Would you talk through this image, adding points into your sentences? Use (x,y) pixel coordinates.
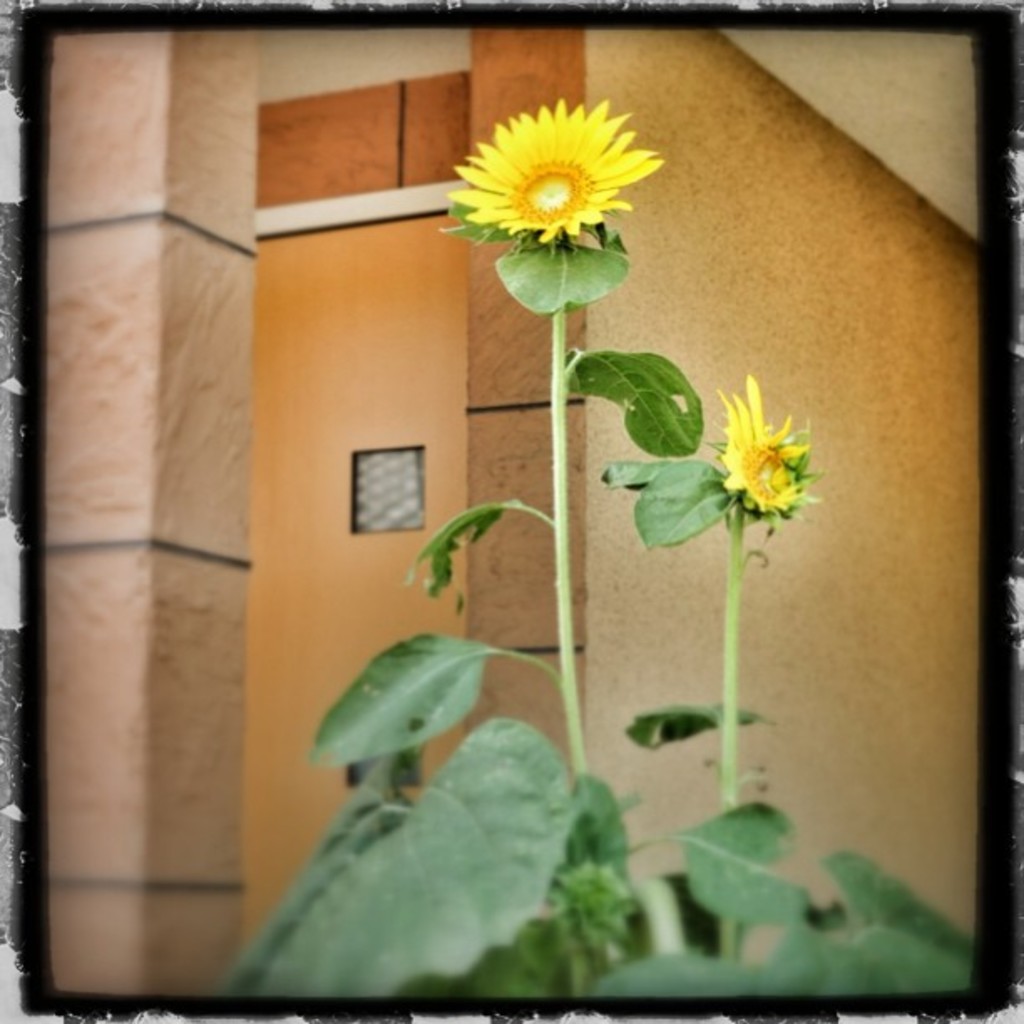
In this picture we can see a plant (660,718) and two flowers (575,230) in the front (598,273), in the background (717,275) there is a wall (767,259).
